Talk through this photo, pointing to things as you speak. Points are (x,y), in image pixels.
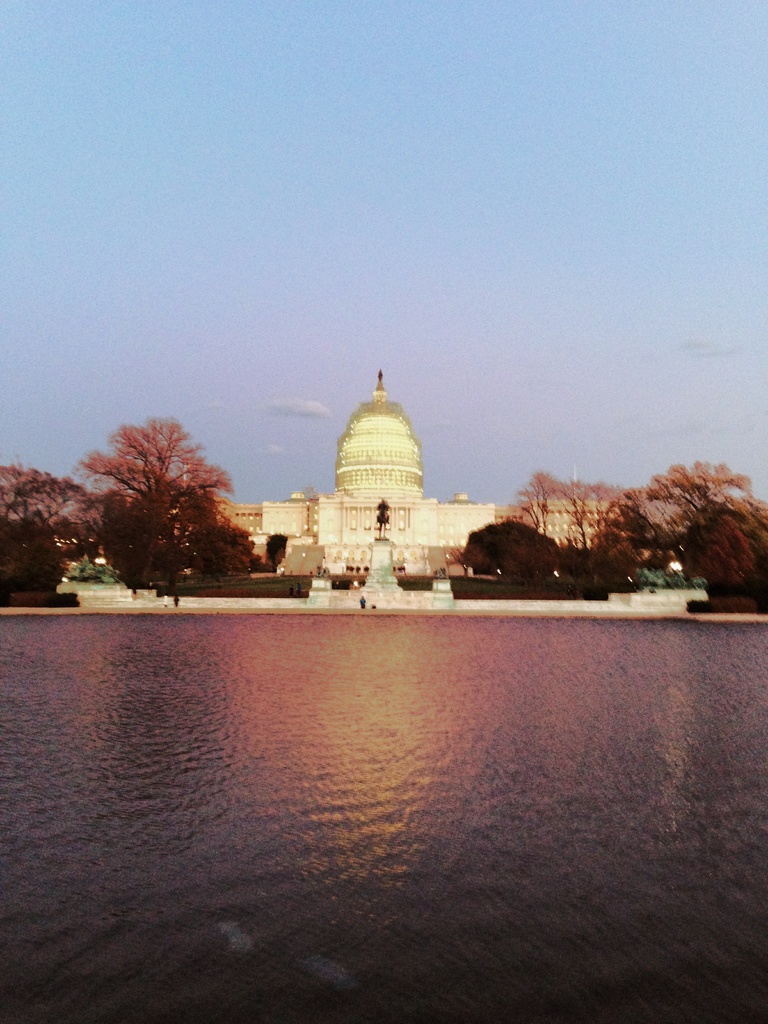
In this image in front (502,690) there is water (437,720). In the center of the image (377,529) there is a statue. In the background of the image (311,541) there are trees (120,516), buildings (346,501) and sky (475,223).
